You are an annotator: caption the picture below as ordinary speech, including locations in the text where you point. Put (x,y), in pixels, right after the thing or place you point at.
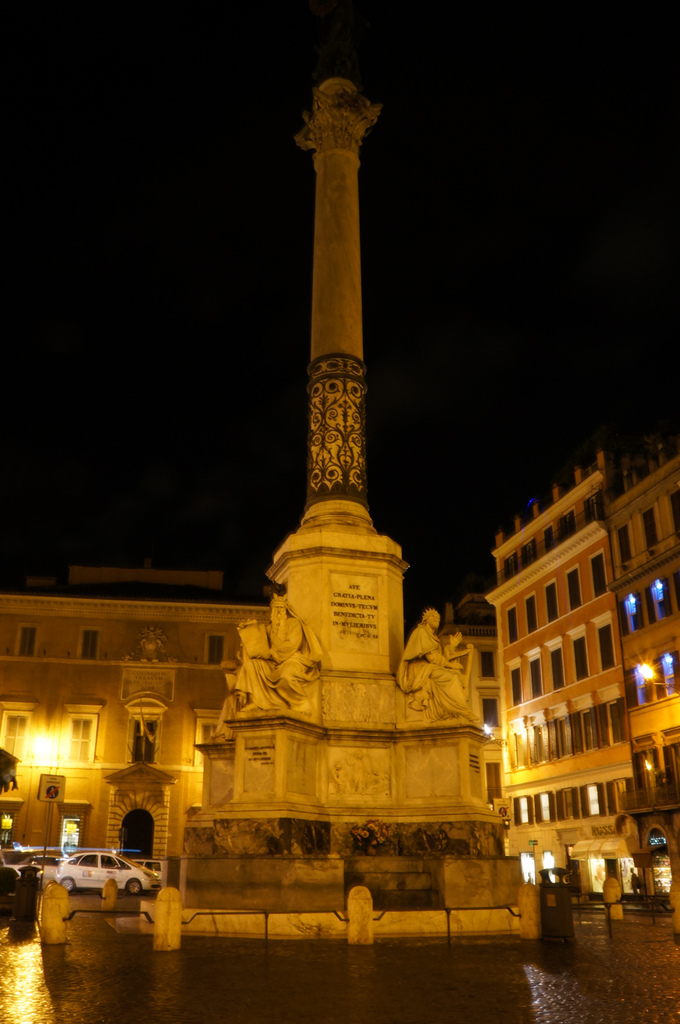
In this picture there is a tower (326,215) in the center of the image (397,670) and there are sculptures (288,634) around it and there are buildings (563,629) in the background area of the image (25,664) and there are stalls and cars (103,855) at the bottom side of the image (660,845), there is a boundary (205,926) at the bottom side of the image (504,908).
